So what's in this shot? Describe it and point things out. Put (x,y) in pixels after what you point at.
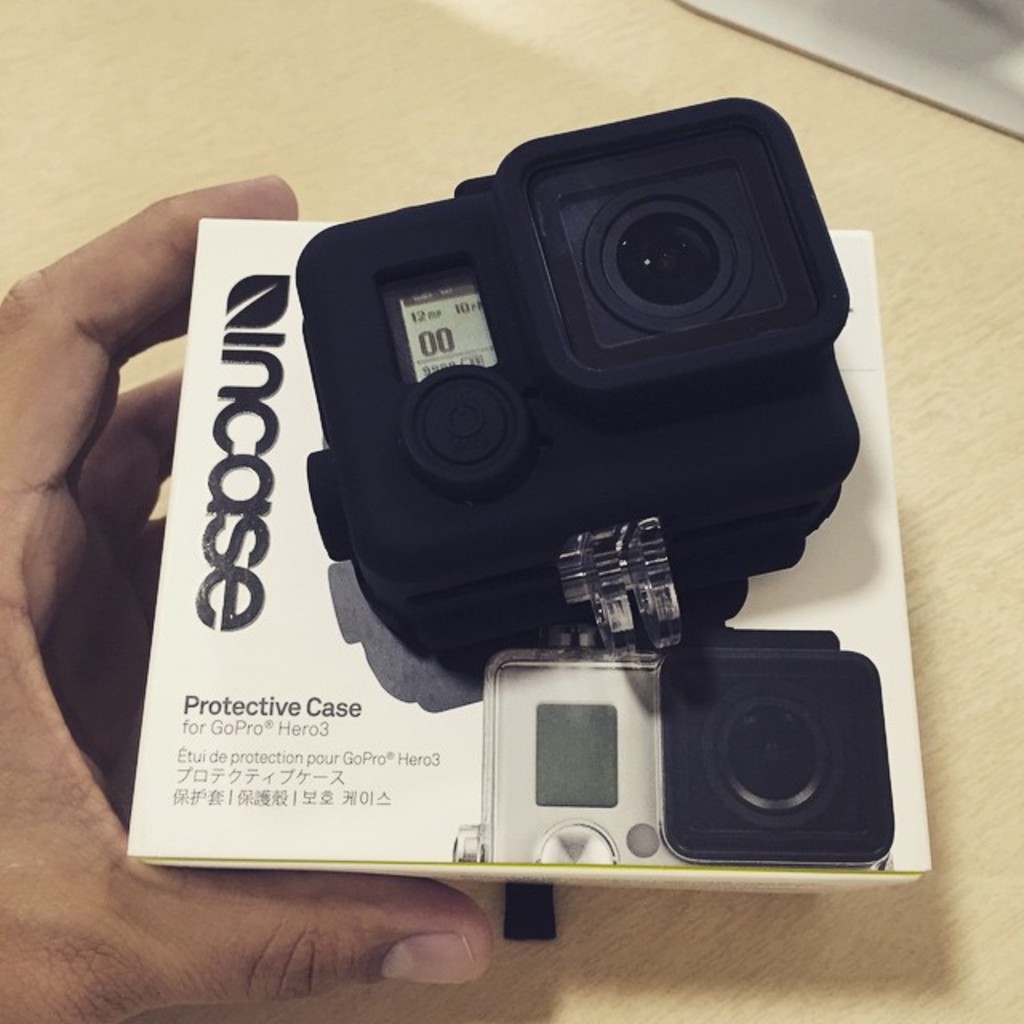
In the center of the image (492,562), we can see a person (234,875) holding a box (591,742) and a camera (592,507). At the bottom (852,927), there is a table (942,729).
